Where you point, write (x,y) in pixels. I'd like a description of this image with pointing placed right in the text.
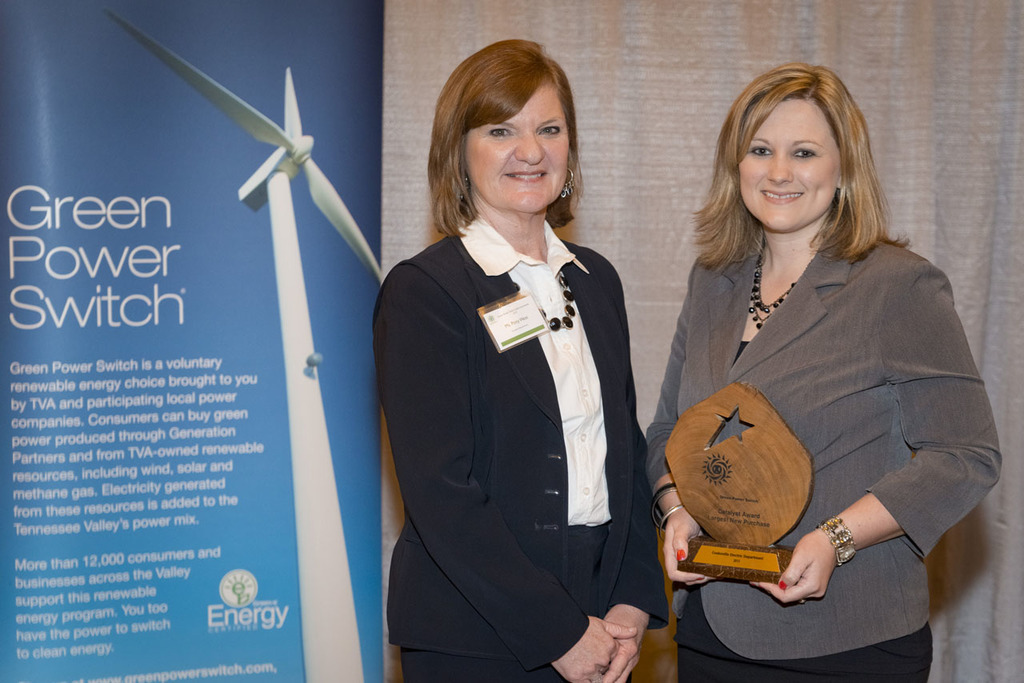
In this image we can see two women (580,428) standing in a room (388,27), a woman (837,496) is holding an award (742,493) and there is banner (254,166) beside the woman (544,442) and there is a curtain (636,165) in the background (648,162).
